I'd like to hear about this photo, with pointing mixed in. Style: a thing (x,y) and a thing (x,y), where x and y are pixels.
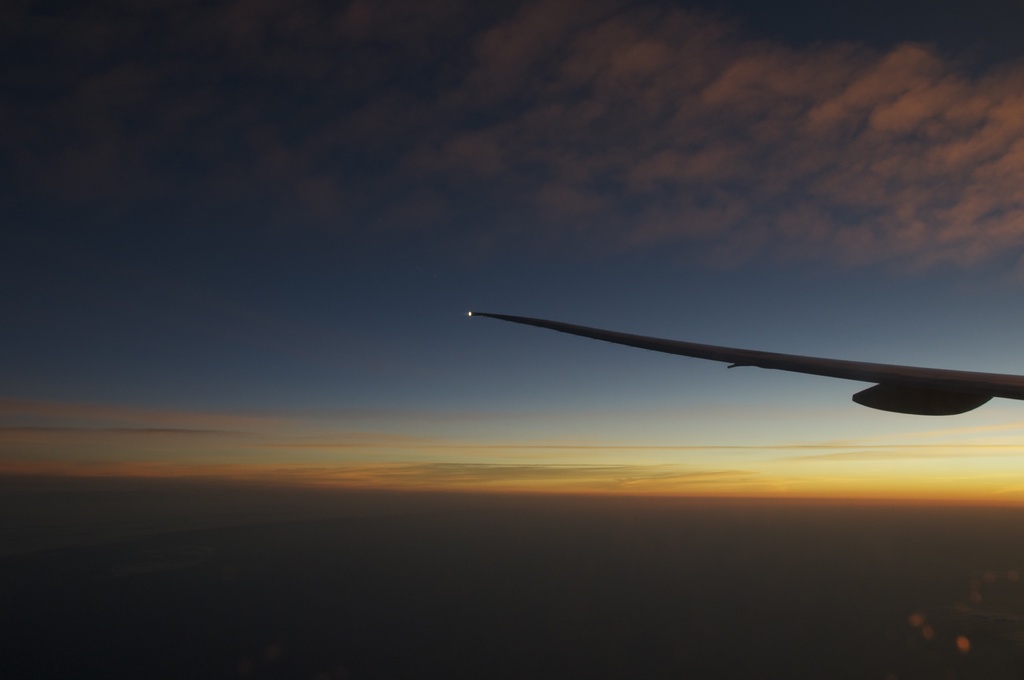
In this image we can see a wing (765,366) of an airplane (708,356) in the sky (519,380).
